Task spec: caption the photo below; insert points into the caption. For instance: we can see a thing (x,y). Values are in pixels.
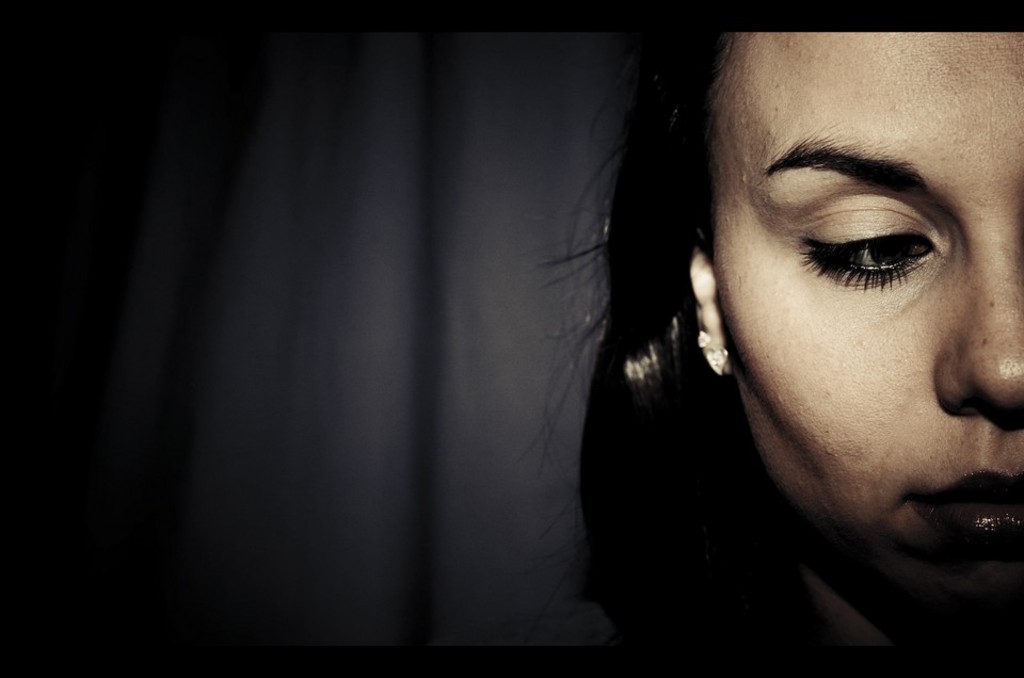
In this image, on the right side (770,78), we can see a woman (897,247). On the left side (174,275), we can see black color.
